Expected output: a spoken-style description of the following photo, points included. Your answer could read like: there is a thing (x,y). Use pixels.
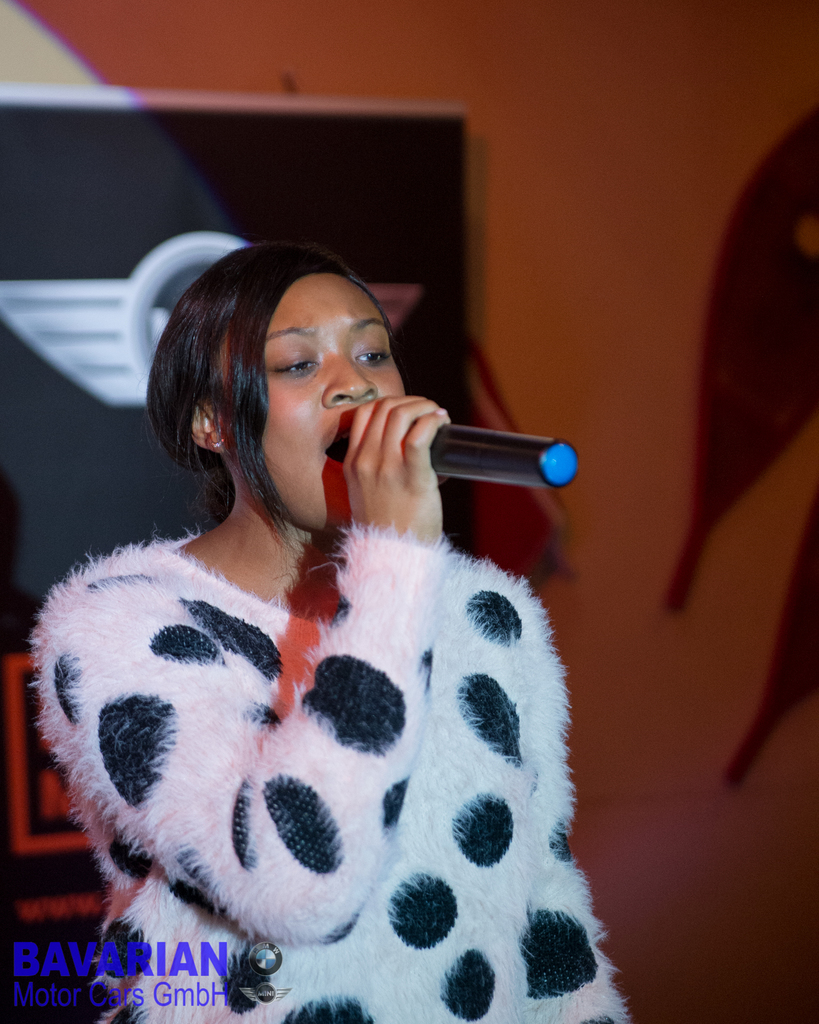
In this picture I can see a woman (152,779) holding mike (467,473) and singing, behind I can see some boards (126,271) to the wall (274,38).
